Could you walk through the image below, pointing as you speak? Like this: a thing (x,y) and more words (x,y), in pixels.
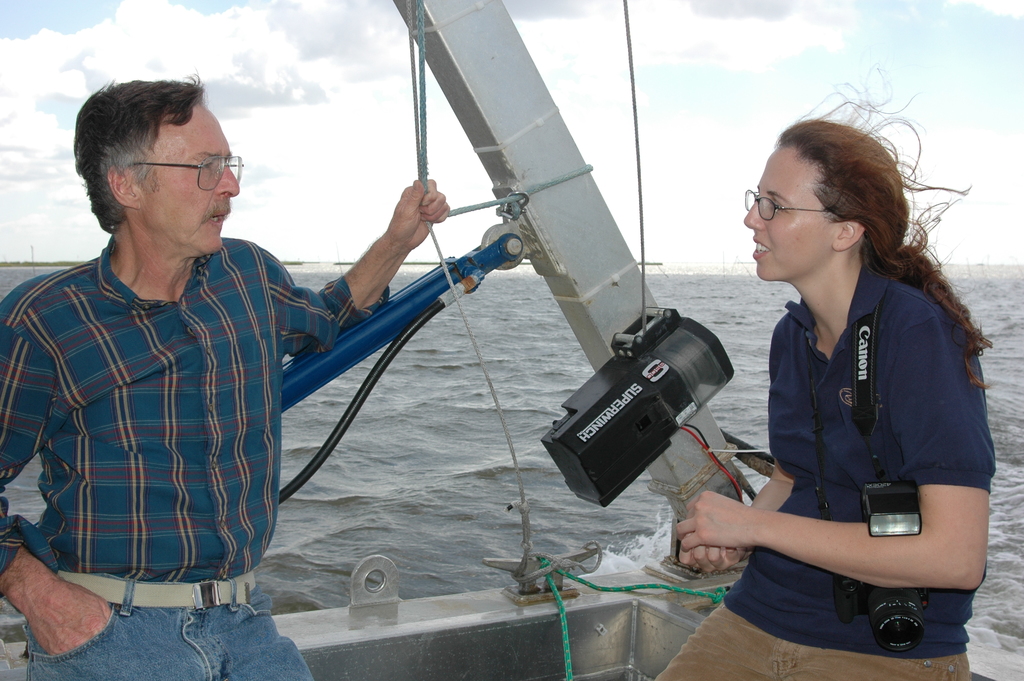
In this image a man (258,417) and a woman (787,638) are in the boat (482,632). The woman (828,576) is holding a camera (876,518). She is wearing spectacles (770,219). Left side (155,545) there is a person (159,557) wearing spectacles (200,181). He is holding the rope (531,192) which is tied to a pole (484,91). Background (396,497) there is water (459,472) having tides (415,452). Top of the image (681,75) there is sky (343,42) with some clouds (343,42).
